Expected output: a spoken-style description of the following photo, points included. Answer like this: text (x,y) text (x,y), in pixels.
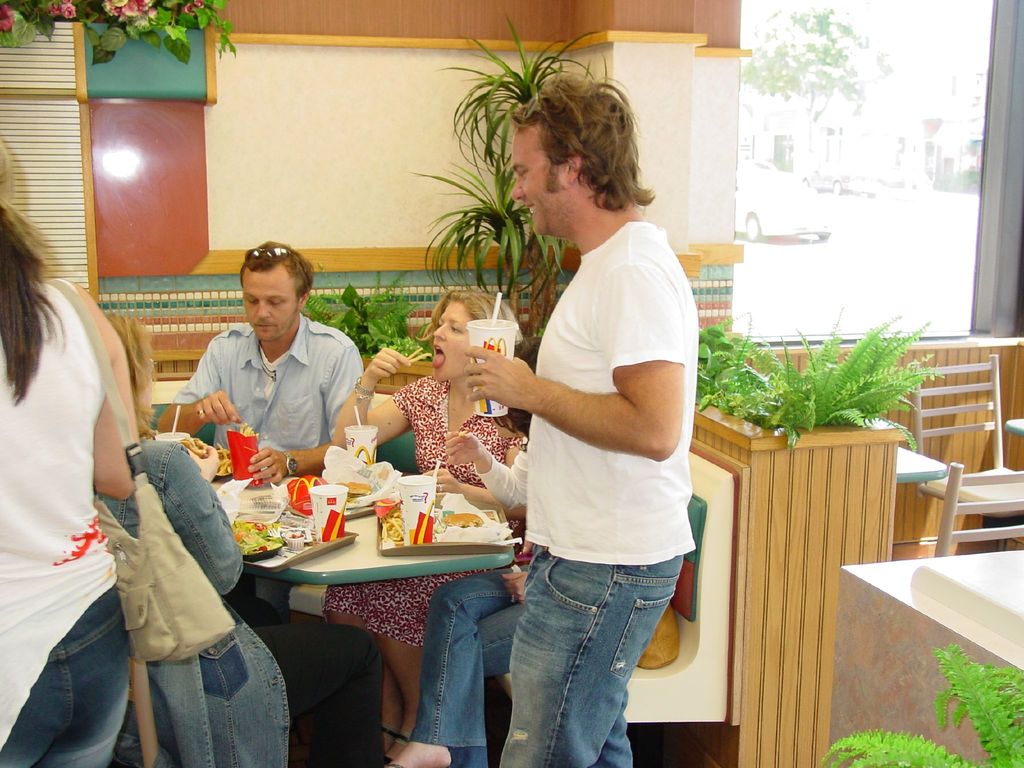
In this picture we can see two men (263,319) and four persons (167,480) where four of them are sitting on chairs (386,447) and two are standing and in front of them on table (391,566) we have tray (469,546) and on tray (399,551) there are glasses (408,496), food items (395,533), tissue papers (445,533) and in the background (248,175) we can see wall (266,177), plant (472,211), window (840,178), chairs (944,390) and from window (856,161) we can see car (787,199), houses (824,158).
